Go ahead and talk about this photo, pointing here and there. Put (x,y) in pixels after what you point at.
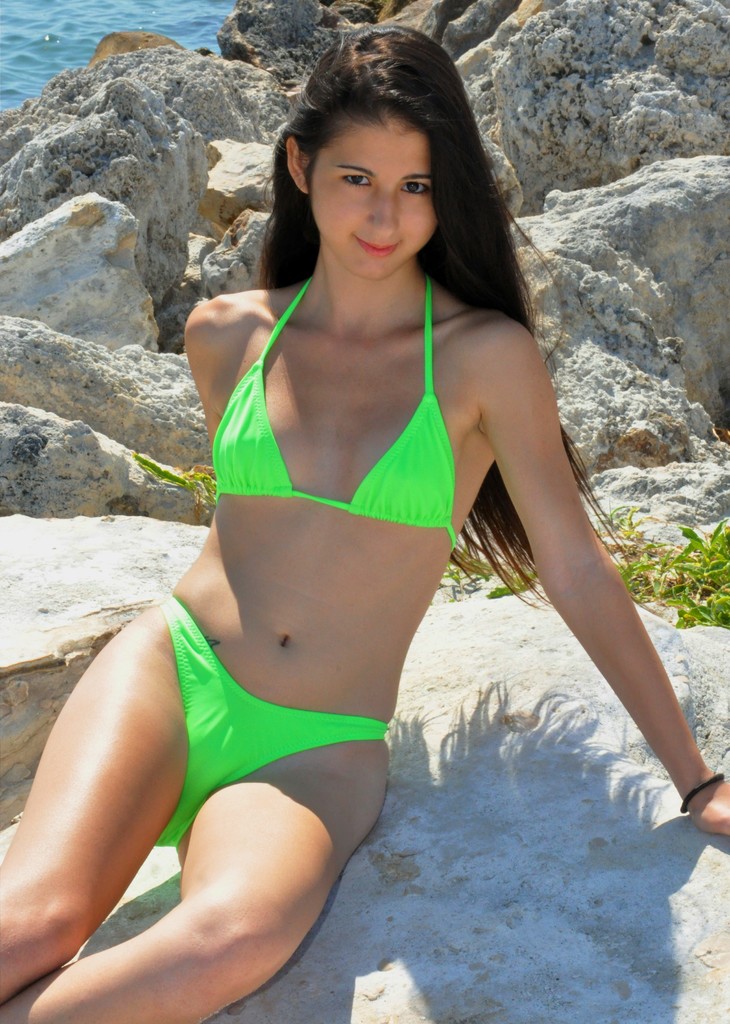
In this image there is one woman (264,557) who is sitting on a rock (453,731), and in the background (637,78) there are some rocks (142,95), grass (698,604) and water (88,59).
